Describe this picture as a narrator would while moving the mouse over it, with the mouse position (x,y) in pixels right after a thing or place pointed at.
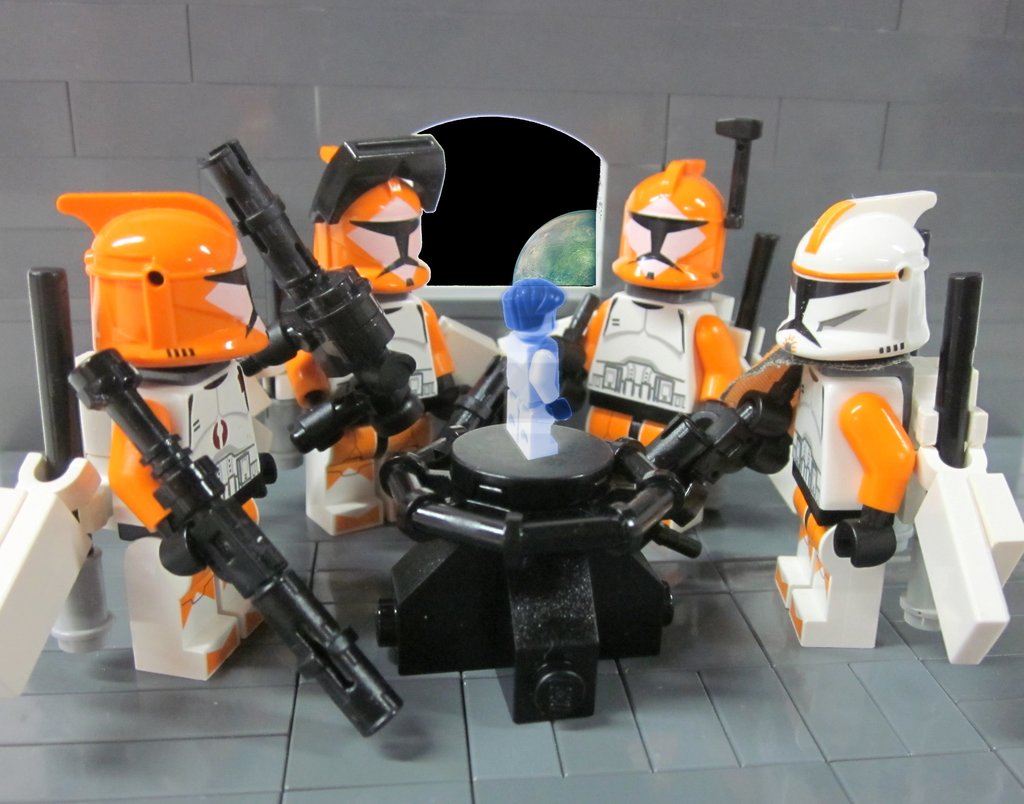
In this image, there are toys (894,500) and an object (616,549) on the floor (302,717). In the background (251,85), I can see an astronomical object (528,244) and there is a wall (887,141).
